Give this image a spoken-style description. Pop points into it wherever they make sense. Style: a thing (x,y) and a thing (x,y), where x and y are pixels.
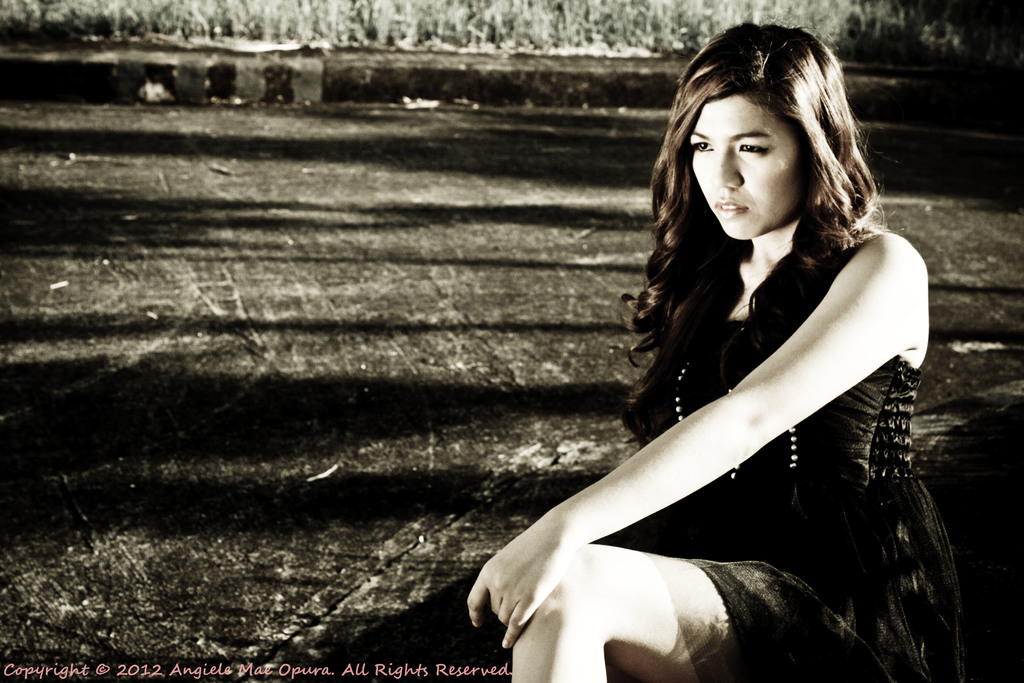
It is a black and white image and in this image we can see a woman (734,430) sitting. At the bottom (444,672) we can see the text (268,666).
